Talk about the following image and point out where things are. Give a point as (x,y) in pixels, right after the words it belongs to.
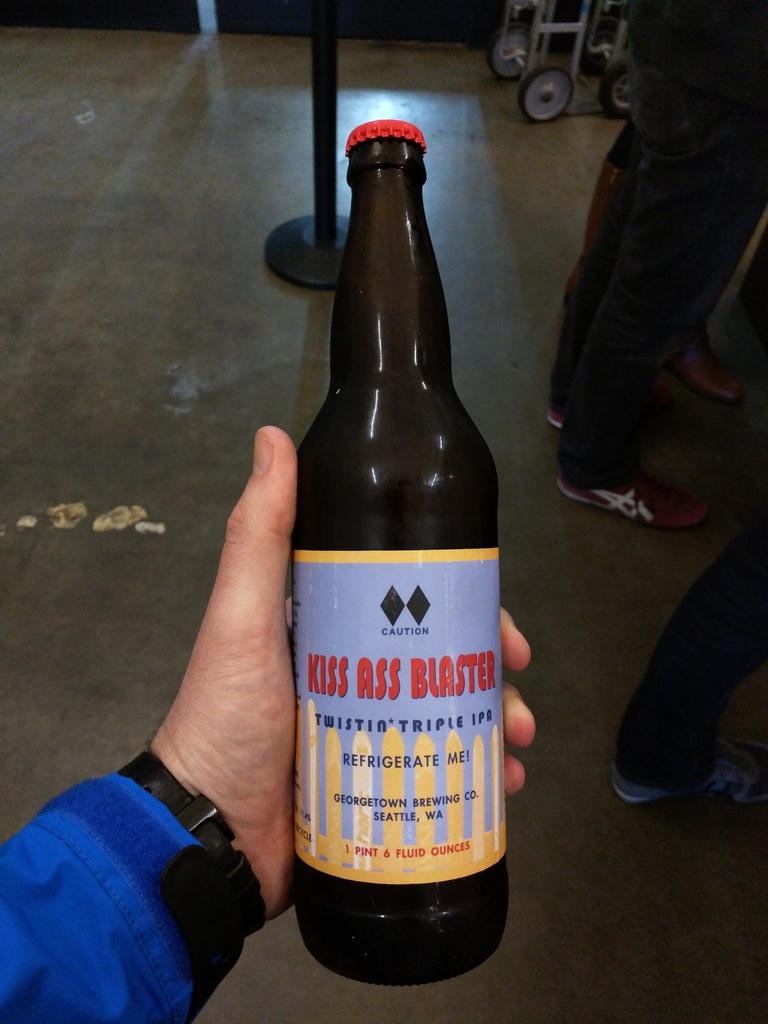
In this picture there is a bottle (391,355) in the center of the image (380,450) in a hand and there are people (668,353) on the right side of the image (678,103), it seems to be a pole (329,31) and wheels (541,79) of a vehicle (541,90) at the top side of the image (529,88).
